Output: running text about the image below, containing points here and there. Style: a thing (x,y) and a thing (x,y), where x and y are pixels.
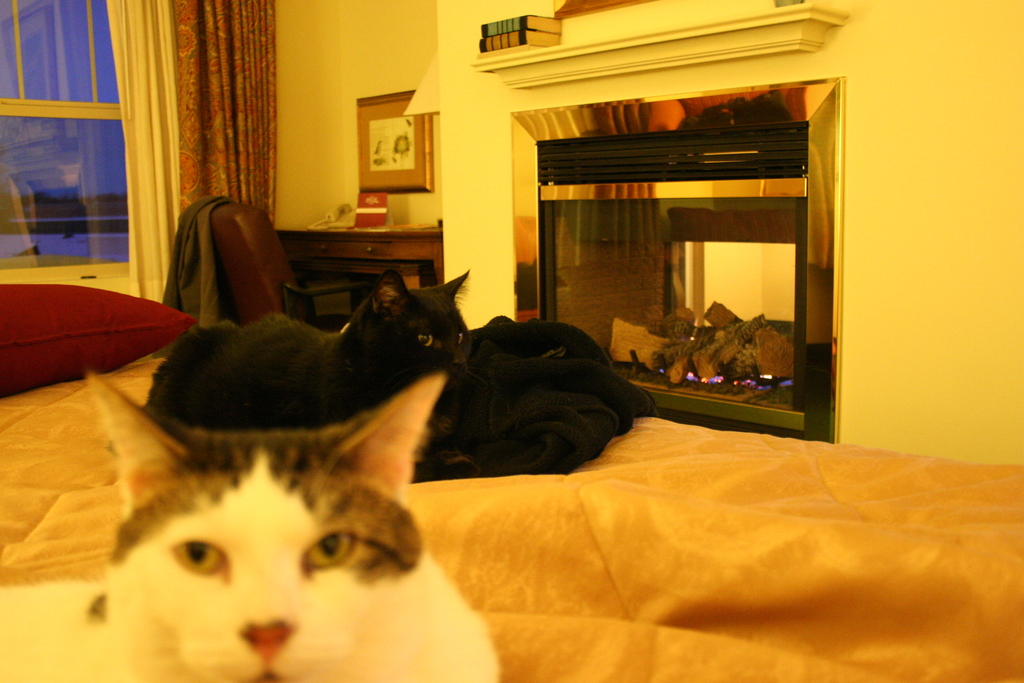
In this picture there are two cats (271,475) sitting on the bed (66,497). There is a pillow (120,328). There is a desk curtain (399,250), books (527,42) and other objects (361,222). There is a chair (232,247) and a jacket (193,285).
